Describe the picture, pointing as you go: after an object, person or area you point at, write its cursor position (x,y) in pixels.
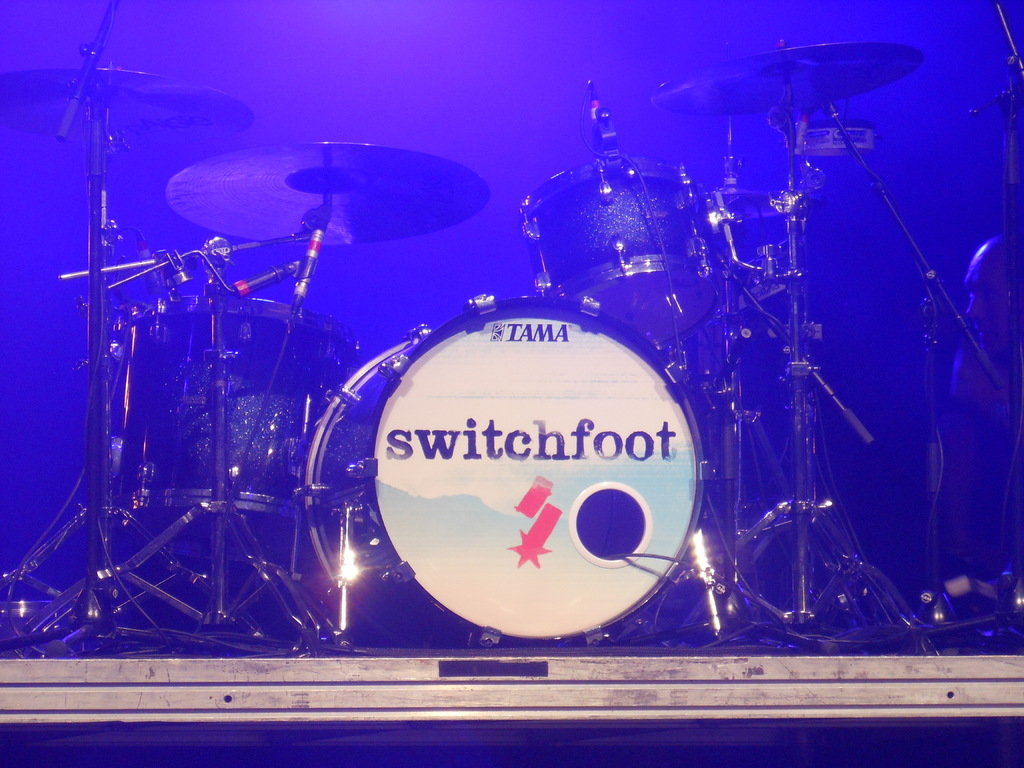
In this image on a stage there are drums (602,311).
